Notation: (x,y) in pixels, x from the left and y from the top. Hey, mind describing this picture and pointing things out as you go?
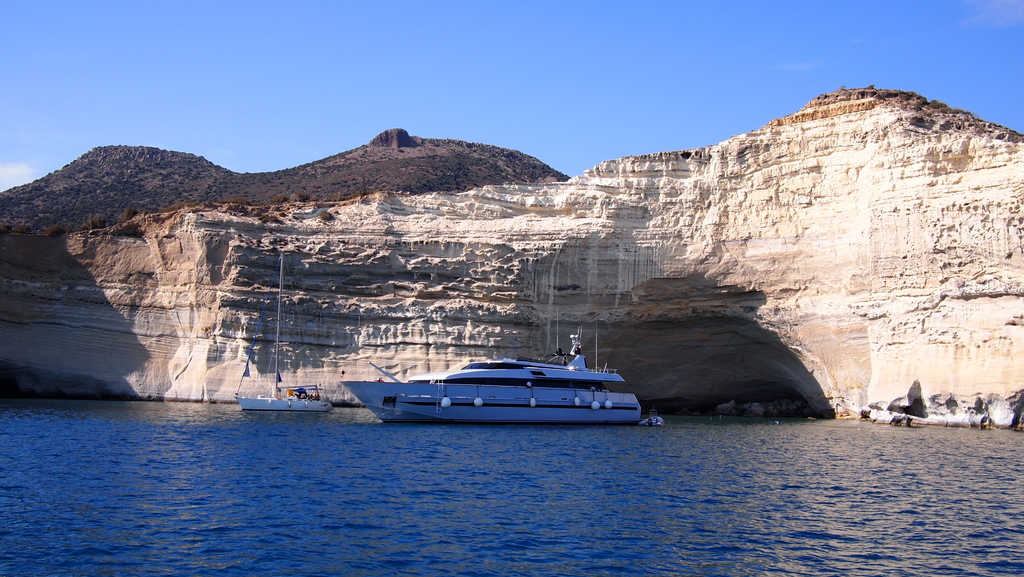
There is one ship (432,384), and a boat (312,408) is on the surface of water (444,448) at the bottom of this image (503,466), and there is a mountain (498,287) in the background (321,235), and there is a blue sky (438,82) at the top of this image (421,82).
